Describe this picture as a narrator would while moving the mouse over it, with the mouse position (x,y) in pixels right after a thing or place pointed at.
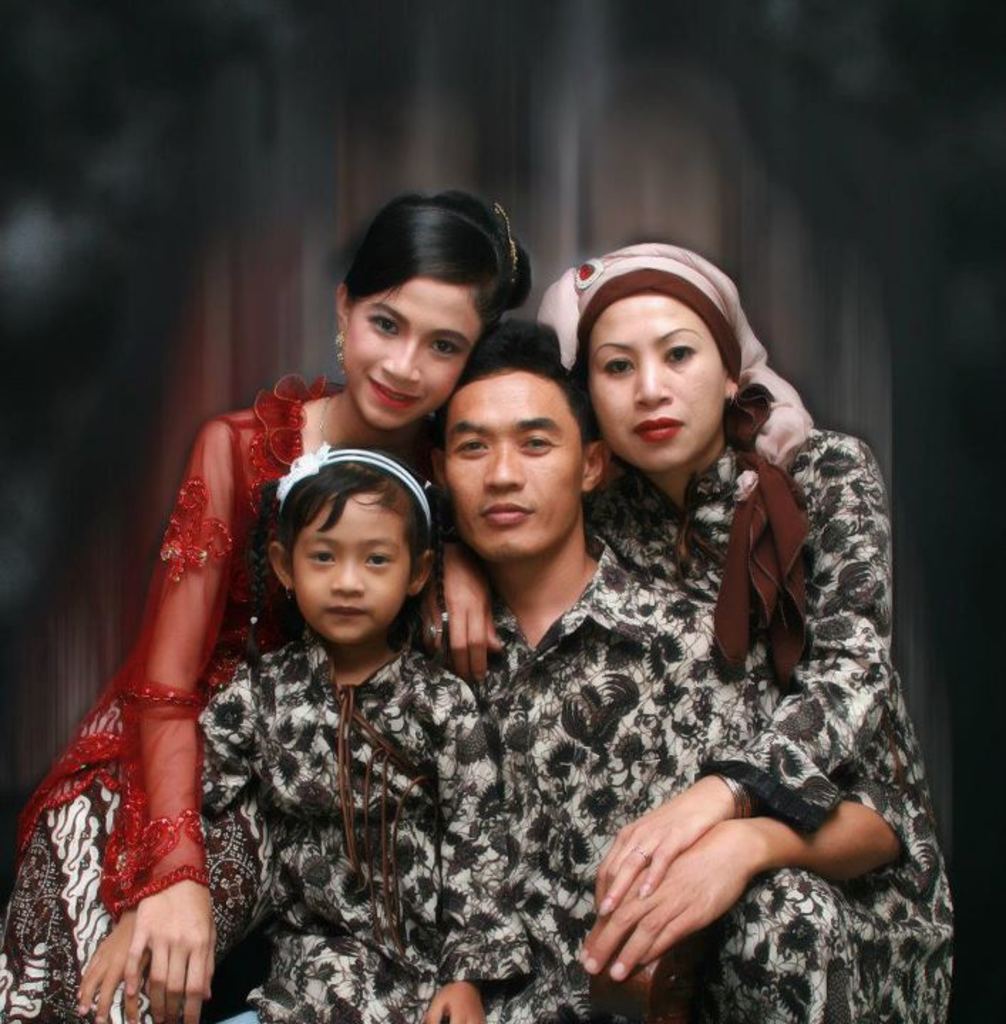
In this image we can see persons (427,818) sitting.
